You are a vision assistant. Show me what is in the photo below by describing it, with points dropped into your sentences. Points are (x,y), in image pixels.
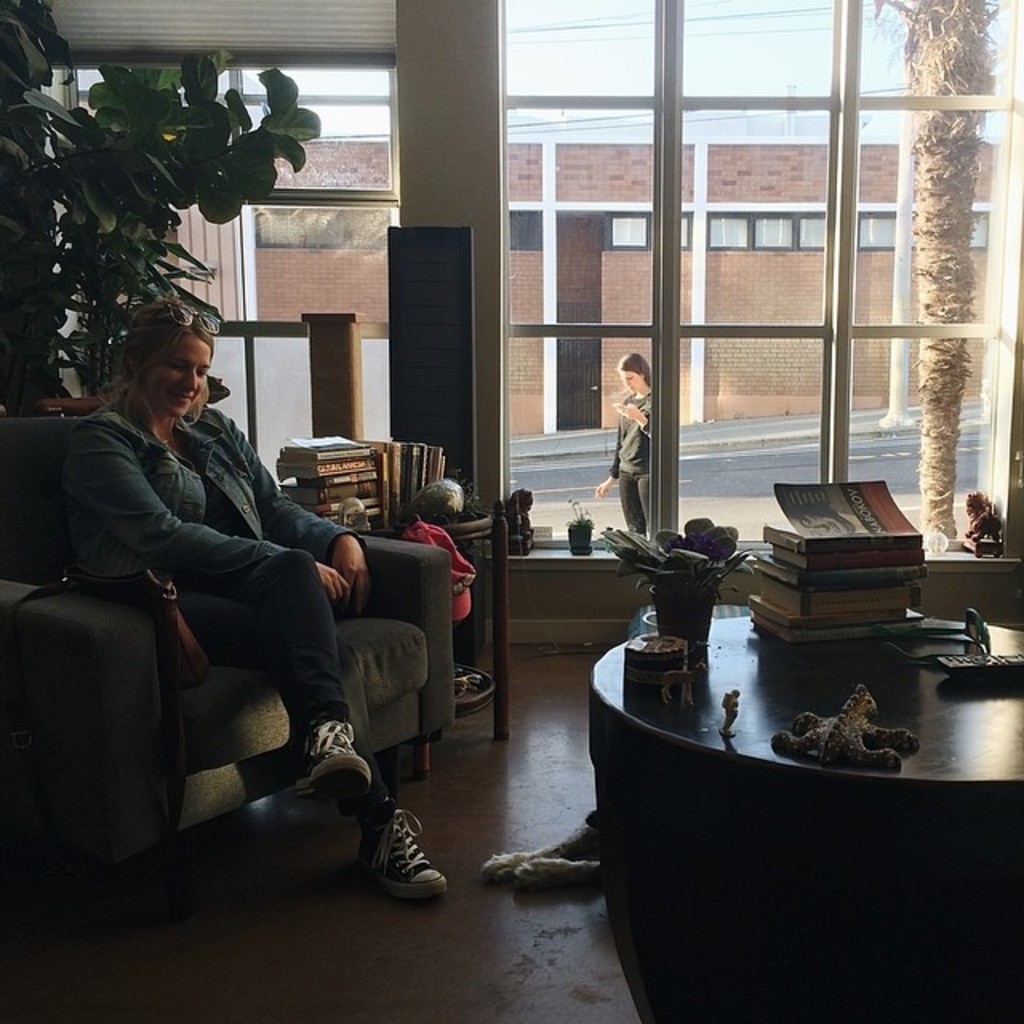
In this image there are books (905,621), remote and some objects (702,608) on the tables (699,914), there is a person (220,517) sitting on the chair (39,472), there is a plant (238,118), windows (600,509), and in the background (811,164) there is road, a person (616,419) standing, building (692,382) and sky (749,7).
